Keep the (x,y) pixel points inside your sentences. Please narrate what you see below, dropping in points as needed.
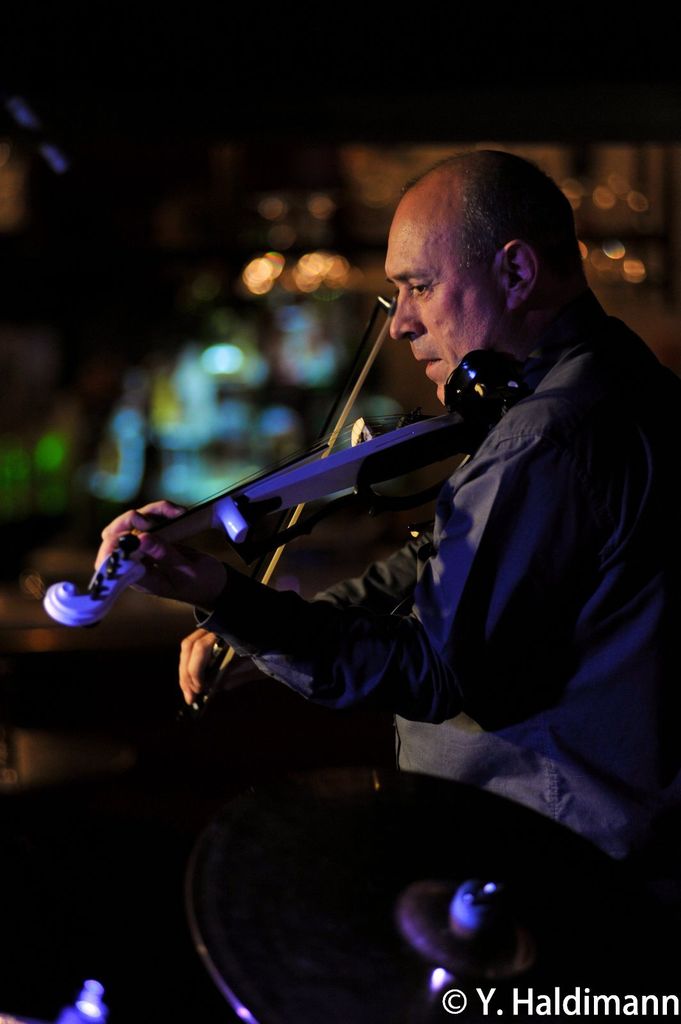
In this picture we can see an object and a person (506,556) playing a violin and in the background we can see some objects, lights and it is blurry, in the bottom right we can see some text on it.
